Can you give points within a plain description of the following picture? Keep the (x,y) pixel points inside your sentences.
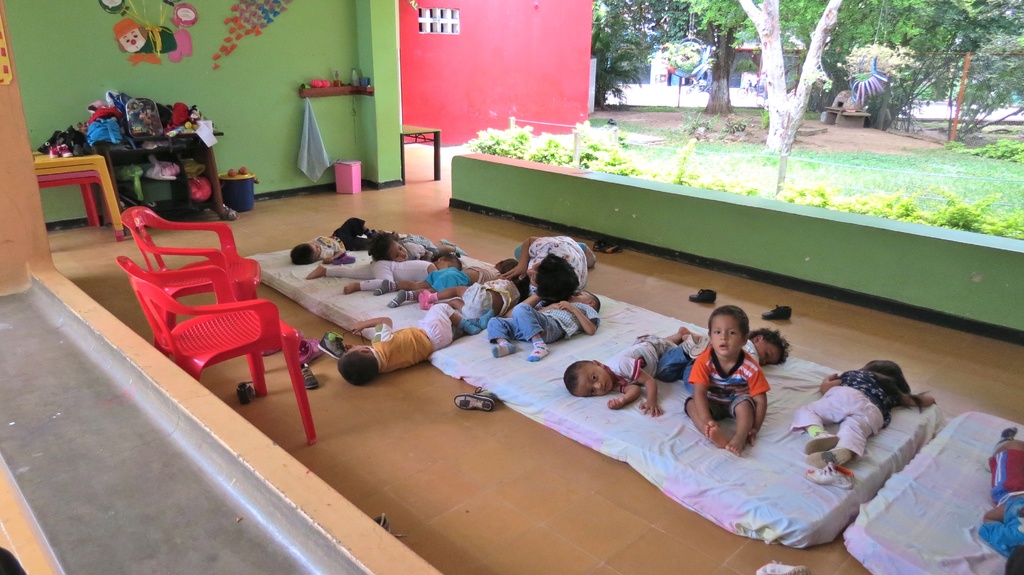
In this image kids (825,442) are sleeping on beds (529,416) and this kid (726,392) is sitting. There are two red colour chairs (152,290) beside it. On floor (328,367) there are footwear (308,362). Few plants (510,148) are there backside of the wall (662,221). bag (101,120) and few items (180,117) are on table (188,194) and an image (122,10) is painted on wall (220,43). Background (648,27) there are few trees (822,30) and grassy land (789,169).
